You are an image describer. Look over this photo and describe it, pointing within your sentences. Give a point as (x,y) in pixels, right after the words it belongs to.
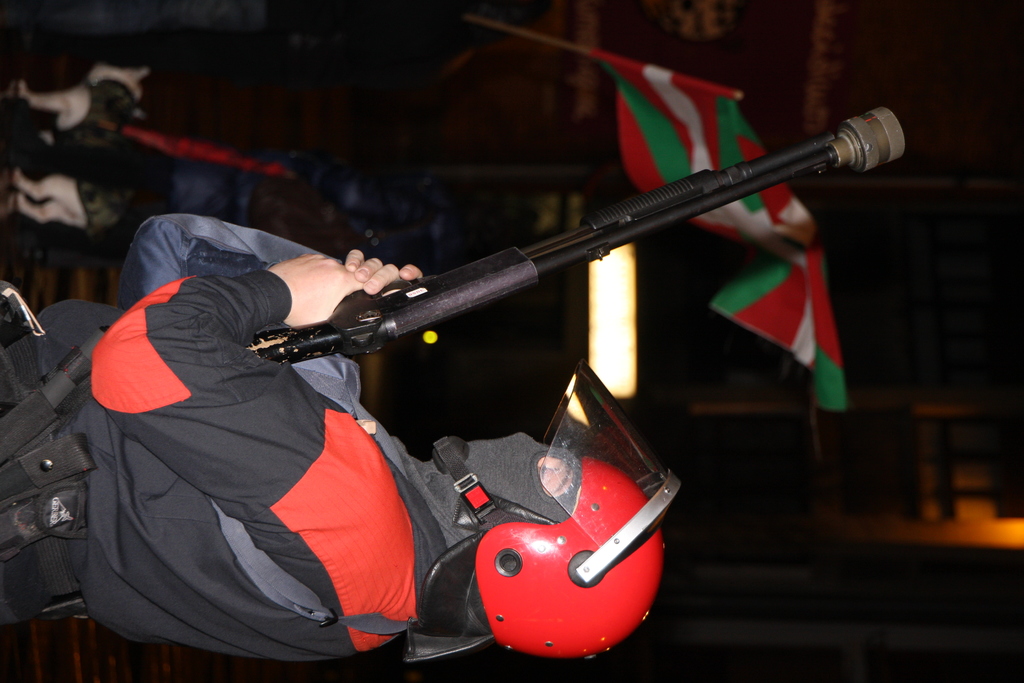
In this picture we can see a man (455,489), he wore a helmet (542,518) and he is holding a gun (463,287), in the background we can see a light (597,288), flag (633,115) and people (111,111).
